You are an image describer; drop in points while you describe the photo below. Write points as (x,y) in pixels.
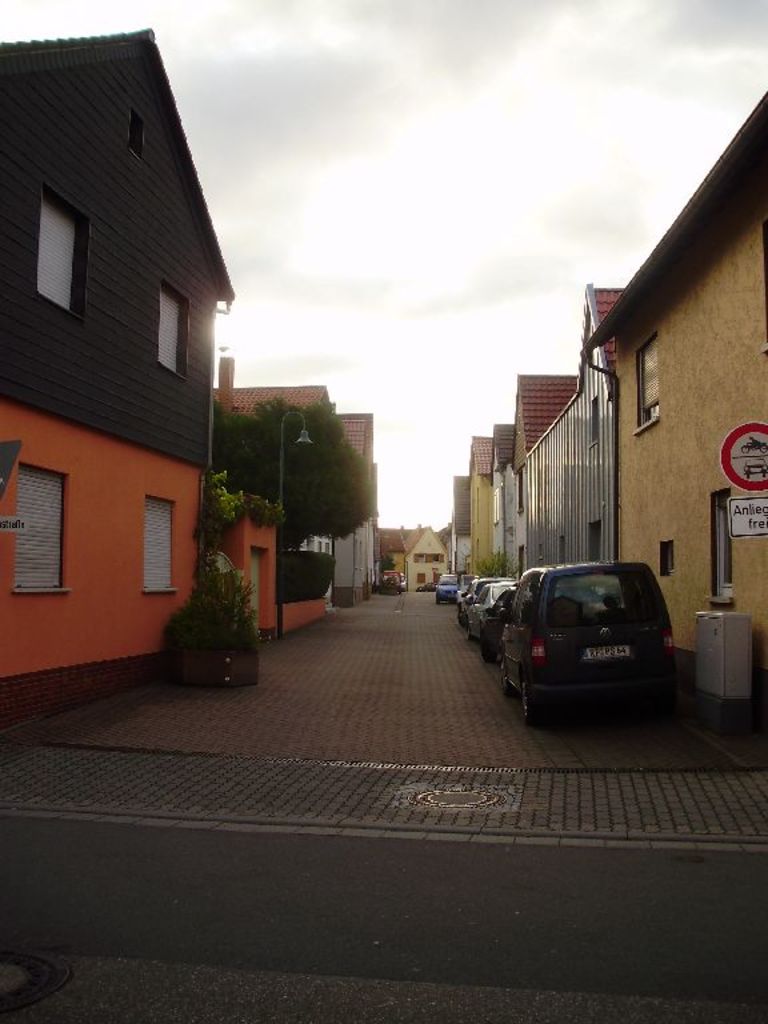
In this picture I can observe a path (333,715). There are some cars (470,639) parked on the side of this path (488,677). There are buildings (161,461) on either sides of this path (264,657). I can observe some plants (258,495) and trees (253,440) on the left side (239,587). In the background (427,281) there is a sky (368,253) with some clouds (402,151).
